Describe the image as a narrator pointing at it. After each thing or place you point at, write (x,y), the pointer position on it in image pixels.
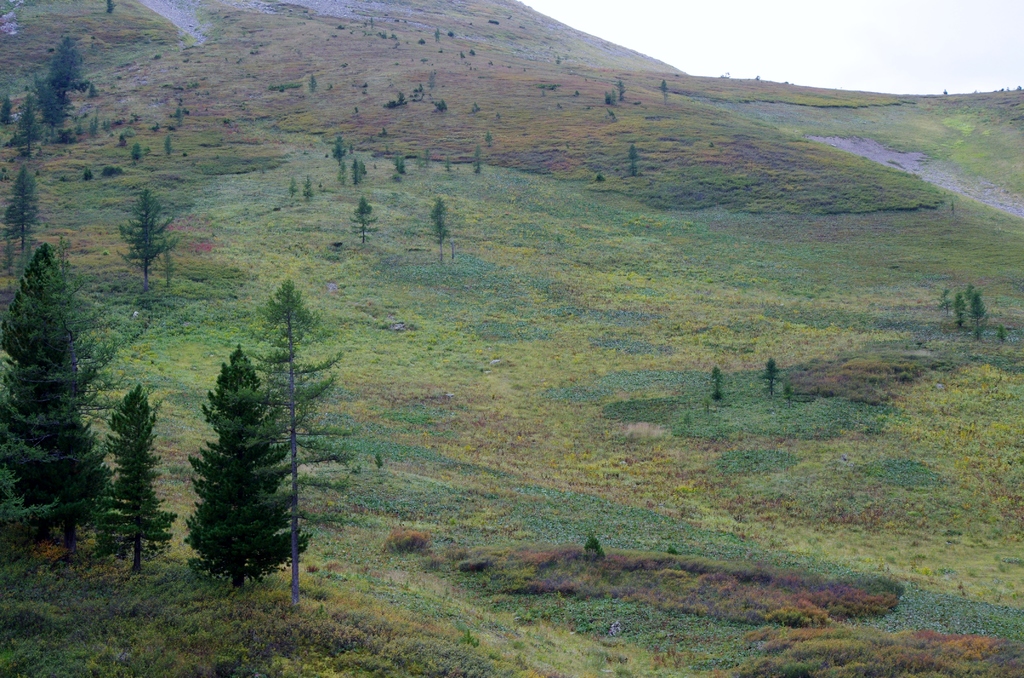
In this image, we can see the ground (553,441). We can see some grass (423,422), plants (350,596) and trees (212,483). We can also see the sky (828,27).
